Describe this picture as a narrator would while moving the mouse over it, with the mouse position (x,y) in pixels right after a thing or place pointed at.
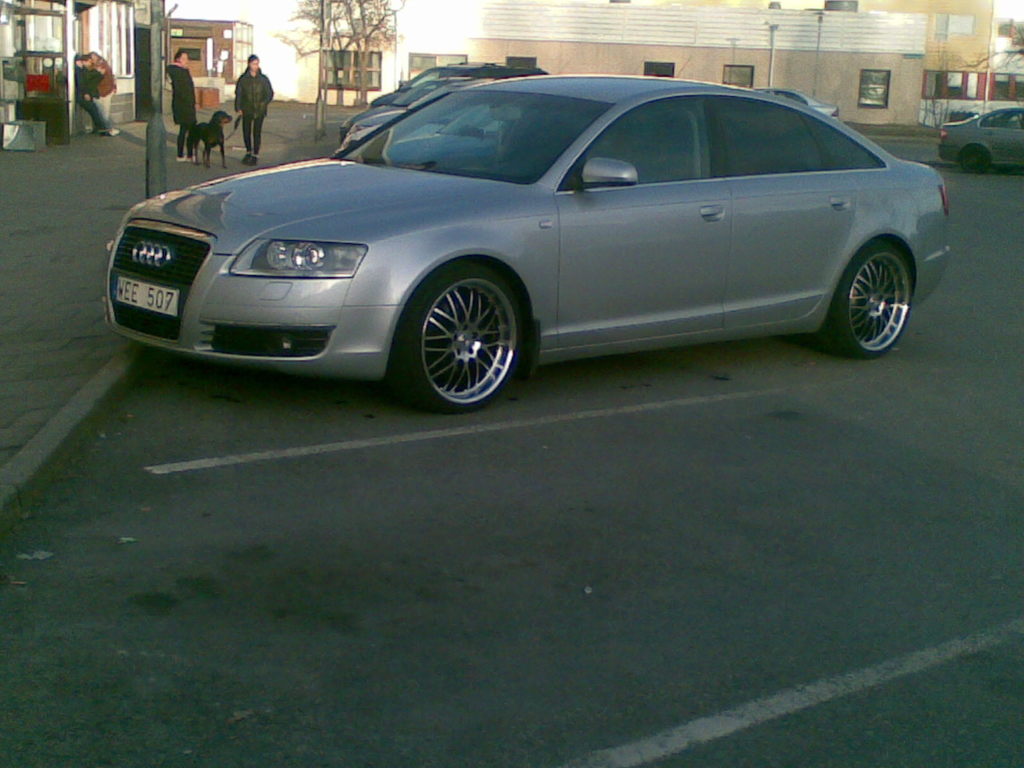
In this picture we can see cars (405,123), two people (253,91) standing, dog (207,124) on the road (242,149) and in the background (634,29) we can see buildings (208,36) with windows (652,69), trees (390,27), footpath (74,169), some people (83,83) and some objects (58,118).
